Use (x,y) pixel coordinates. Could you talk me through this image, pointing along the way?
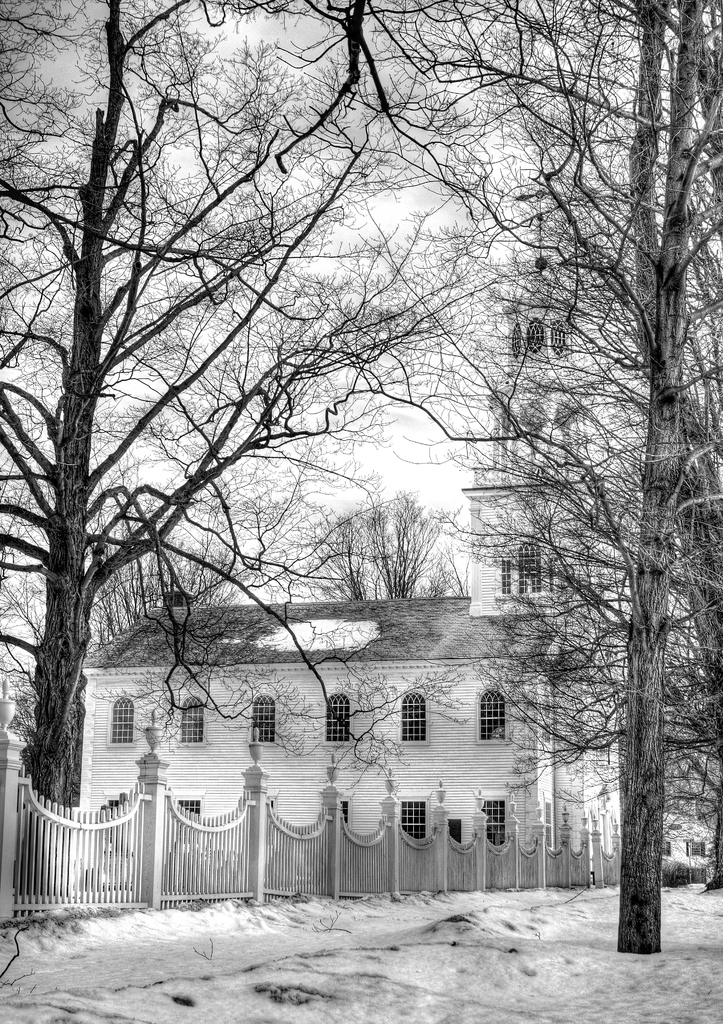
In this image I can see the snow (317,940), railing (305,858) and the house (467,771) with windows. To the side of the house (385,707) I can see many trees (644,641). In the background (369,337) I can see the sky (336,268).
